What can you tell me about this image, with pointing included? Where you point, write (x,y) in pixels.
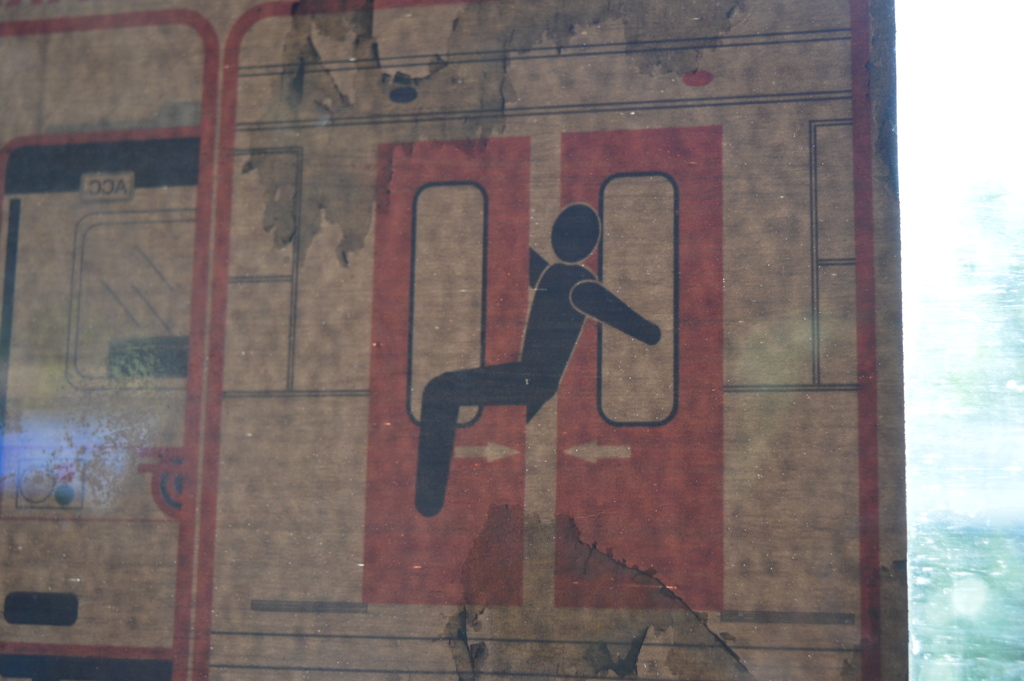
In this image I can see the sign board (377,372) which is cream, red and brown in color. I can see the white and green colored background (930,575).
